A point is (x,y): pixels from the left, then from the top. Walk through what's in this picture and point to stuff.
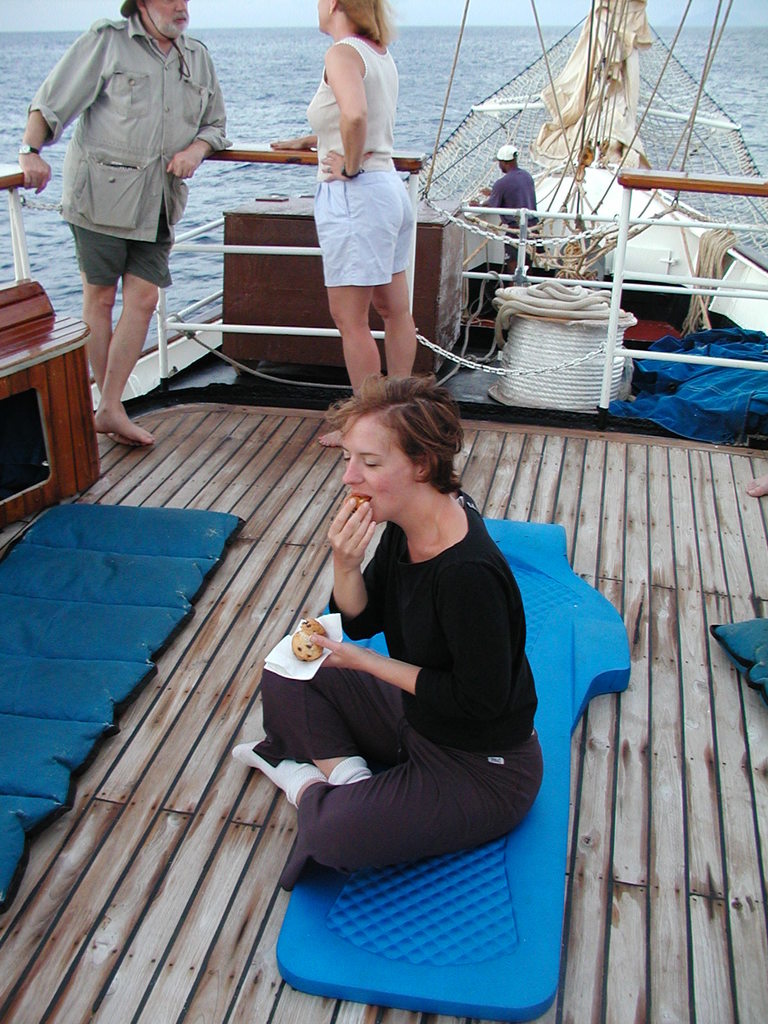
This 2 persons (337,53) are standing on a boat (275,909). This is net (695,138). This is a sea (308,68). This person (375,430) is sitting and eating a food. This is rope (568,320). This is table (278,289). Far there is a person (525,185) is standing.
